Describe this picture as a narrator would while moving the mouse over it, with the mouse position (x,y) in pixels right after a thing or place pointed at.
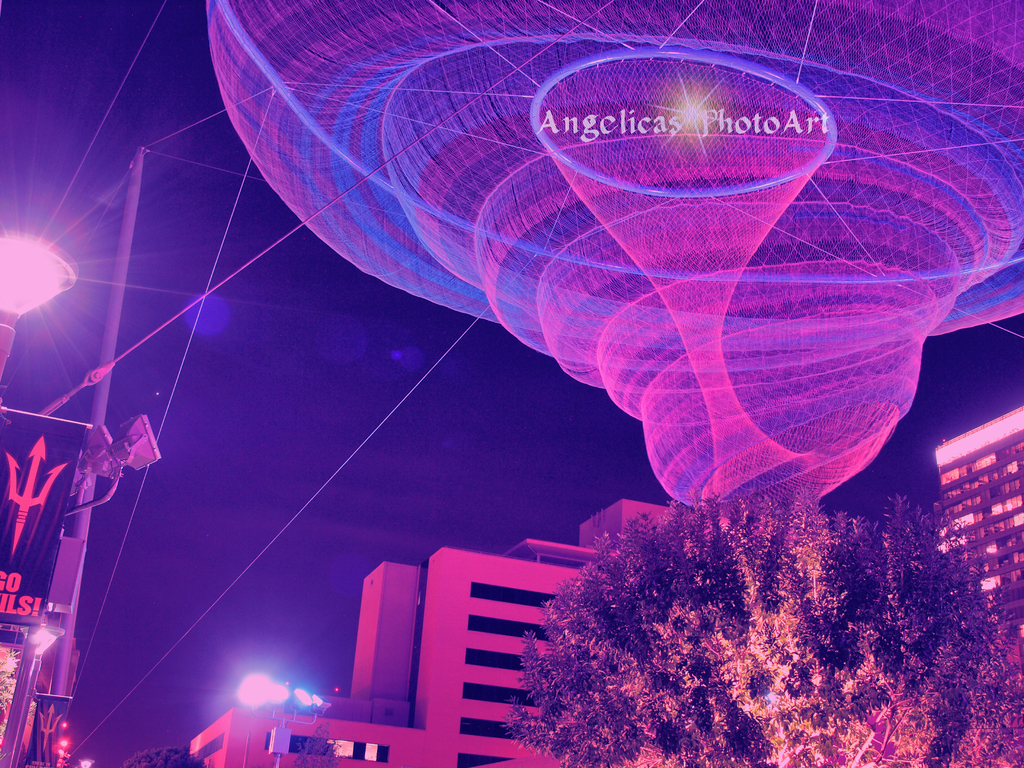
It is an edited image. At the bottom of this image (657,715) I can see a tree (679,724) and buildings (449,641). On the left side (74,604), I can see two poles (6,335) along with the wires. On the top of the image (53,102) I can see the sky (74,306).
